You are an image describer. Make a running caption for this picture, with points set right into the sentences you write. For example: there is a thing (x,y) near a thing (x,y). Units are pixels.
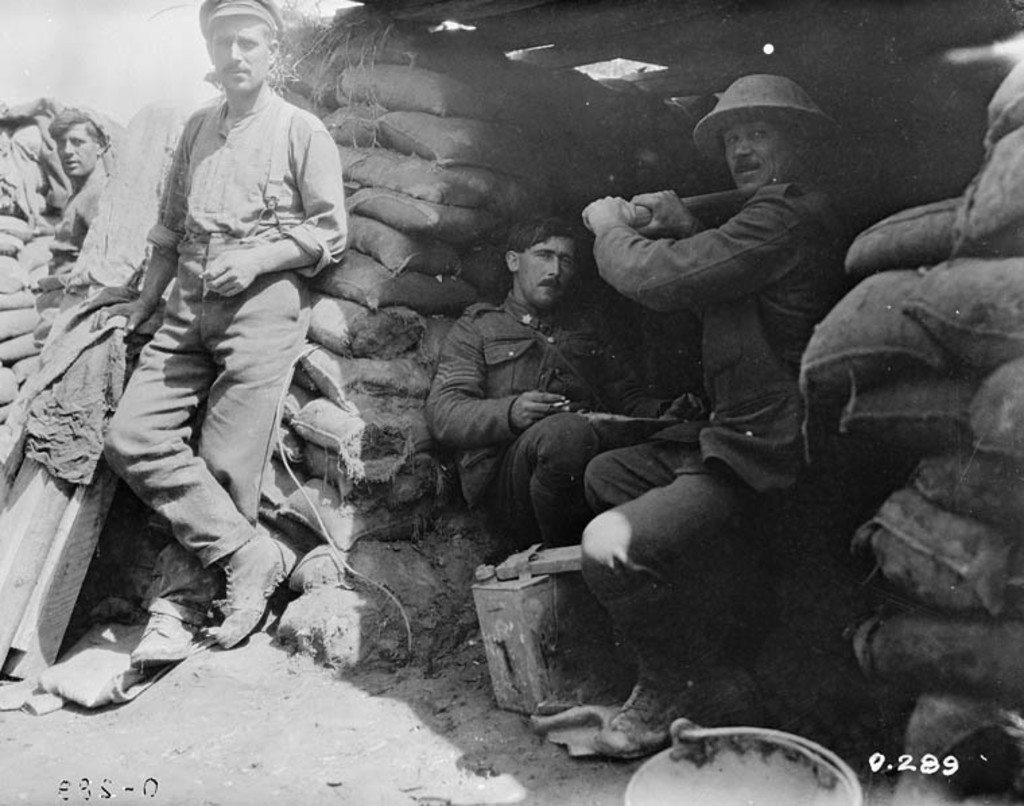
This is a black and white image. I can see two people (218,329) standing and two people (515,410) sitting. These are the gunny sacks (393,330). There are few objects (65,508) on the ground (259,783). At the bottom right side of the image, I can see the watermark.
